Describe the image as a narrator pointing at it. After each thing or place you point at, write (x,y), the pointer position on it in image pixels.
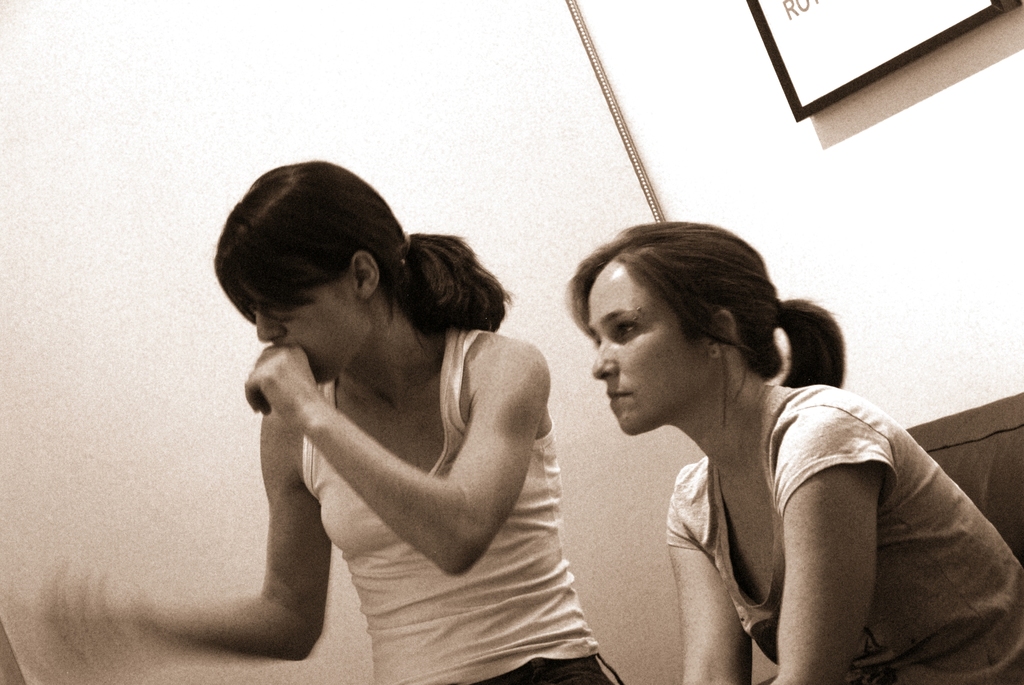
In this image we can see two ladies (488,300) and in the background (858,16), we can see the board (892,44) with some text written on it.
